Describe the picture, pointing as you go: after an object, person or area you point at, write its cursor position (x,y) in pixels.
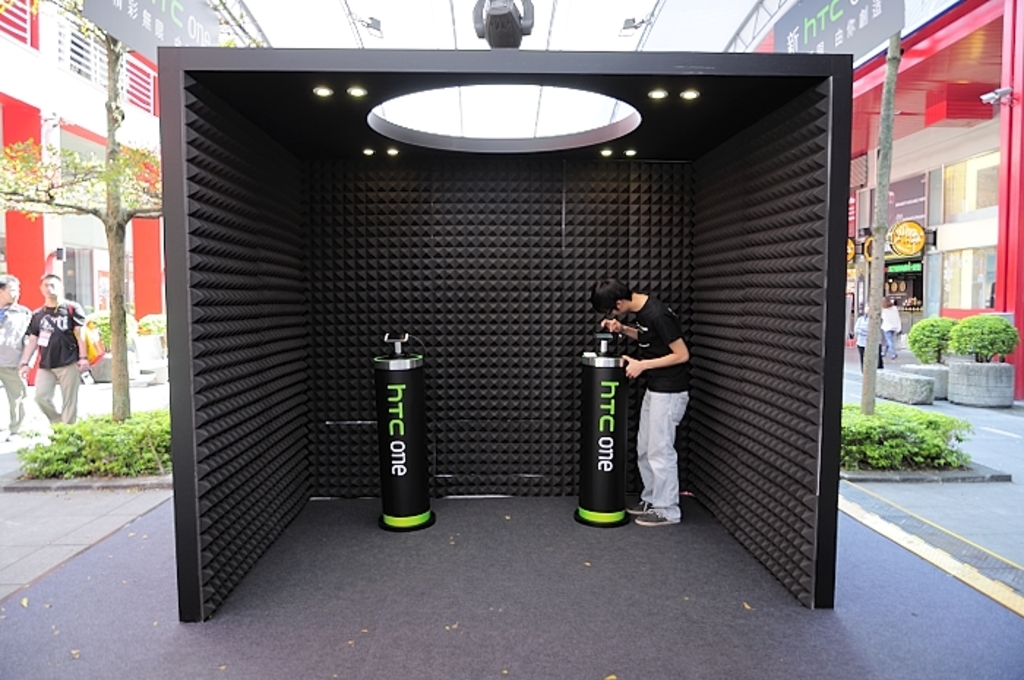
In the center of the image (495,312) there is a black color box (373,195). In which there is a person (627,328) standing and using a mobile (599,332). To the right side of the image (852,309) there are buildings (895,163). There are plants (943,324). To the left side of the image (124,127) there are buildings (86,271). There is a tree (118,291). There are people (44,332) walking. At the top of the image (249,27) there are wires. There is a light (498,21).
